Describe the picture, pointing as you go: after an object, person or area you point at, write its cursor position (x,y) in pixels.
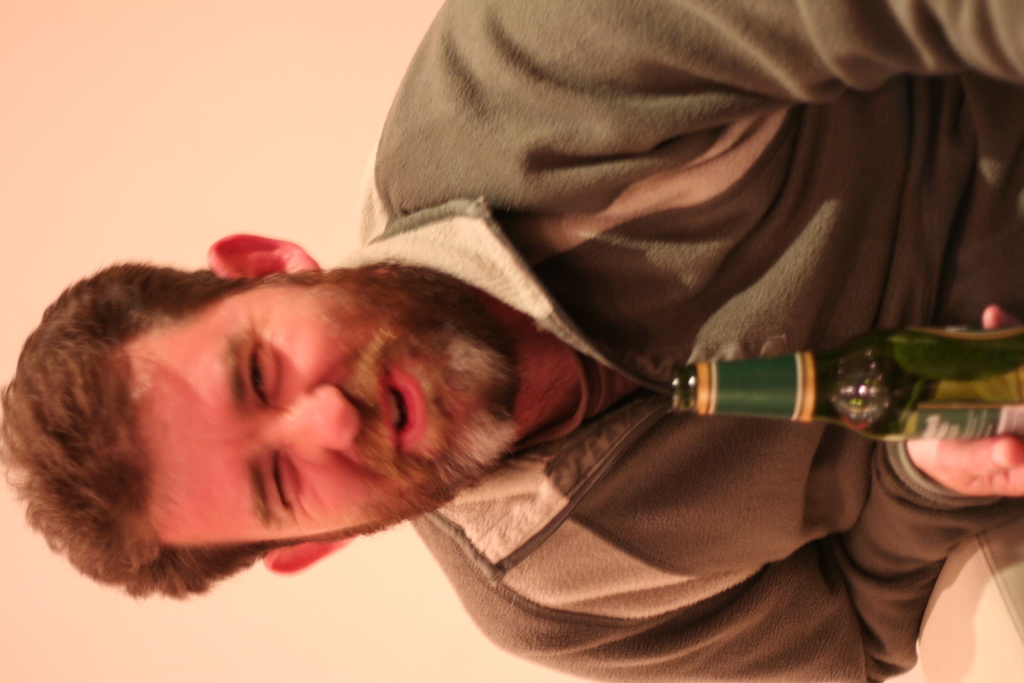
A person (624,393) is present holding a green glass bottle (968,374). There is a wall (440,604) at the back (404,618).
